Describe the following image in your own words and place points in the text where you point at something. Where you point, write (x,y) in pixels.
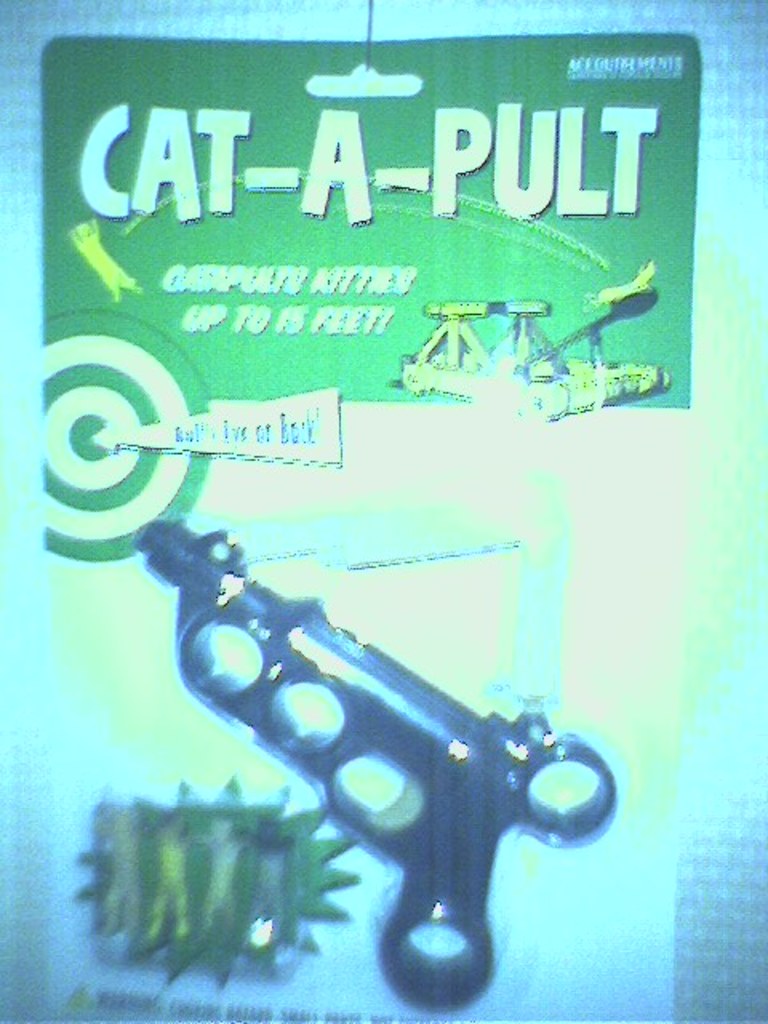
In this image I can see a pamphlet (259,479) which is in green color and I can see a black color gun (484,841), and I can see something written on the pamphlet (383,150).
